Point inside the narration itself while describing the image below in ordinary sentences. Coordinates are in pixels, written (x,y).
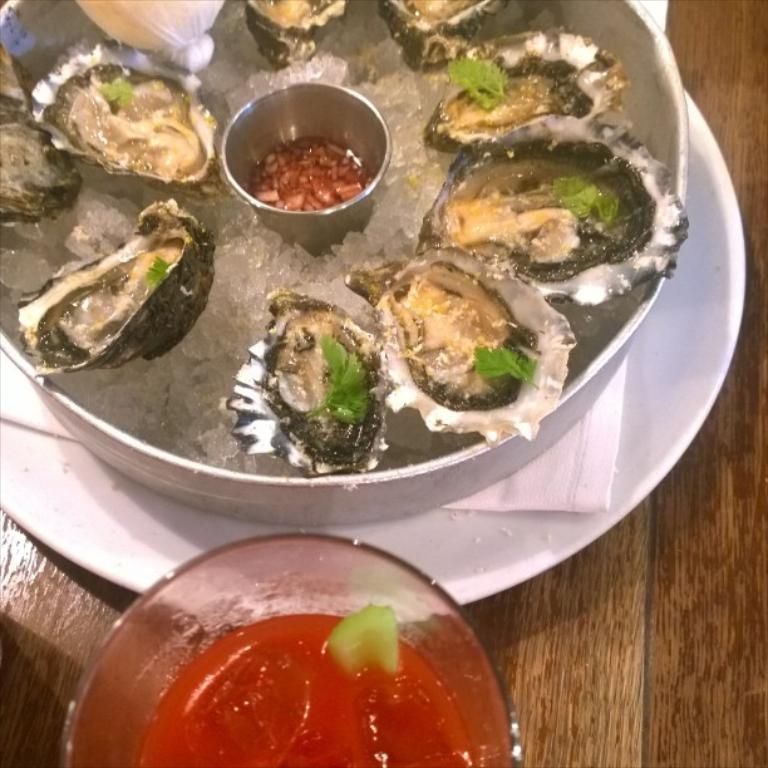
In this image I can see a food item (179,158) in a bowl (75,306) placed on a plate (675,354) on a table (44,576). I can see another glass bowl (501,758) with some sauce (313,710).
